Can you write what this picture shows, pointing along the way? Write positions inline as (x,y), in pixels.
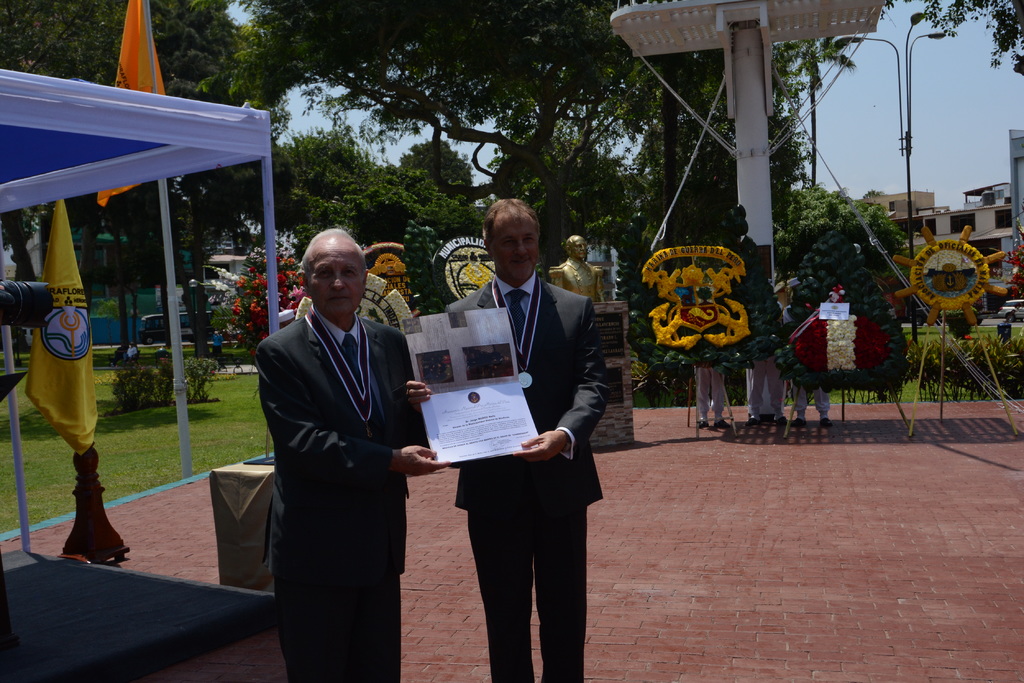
In this image I can see two people (327,378) standing in the center of the image (451,383) holding a paper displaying and posing for the picture. I can see a statue (580,285), some decorative emblems (392,270) behind them. I can see a shelter (206,133) besides them. I can see some flags (143,50). I can see a pole (737,100) and some people (799,319) standing near the pole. I can see trees (585,136), potted plants (250,305) and other plants (242,317) behind them.
